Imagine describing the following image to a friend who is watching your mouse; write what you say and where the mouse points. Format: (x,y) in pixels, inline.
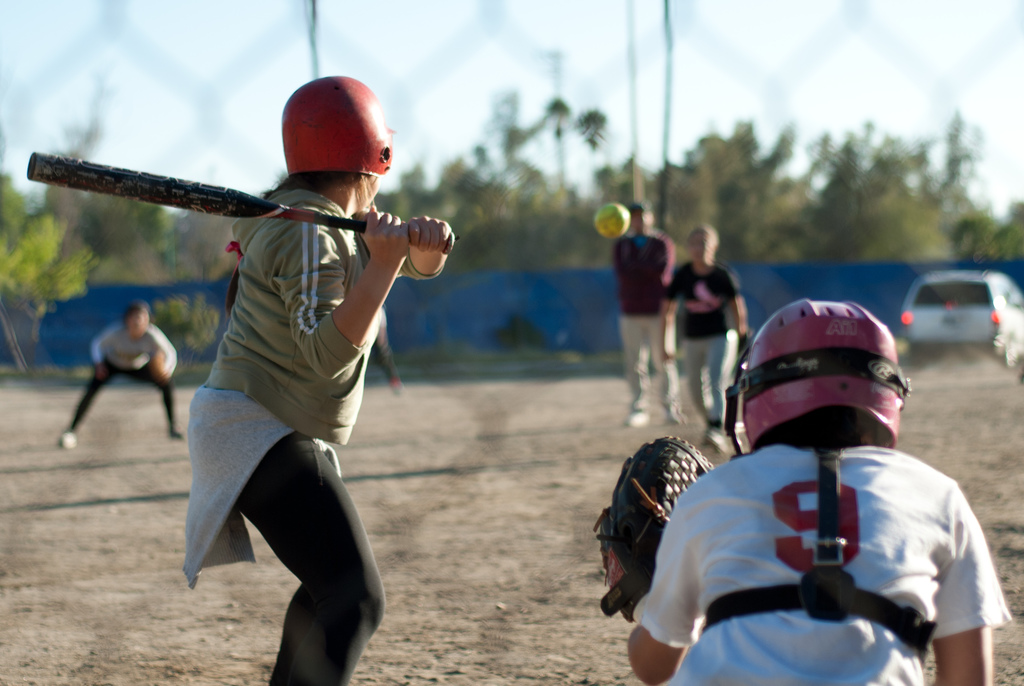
In the image there is a lady (277,295) standing and holding the bat (206,185) in her hand (394,220). Beside her on the right side (792,417) there is a person (857,497) with white t-shirt (862,521) and helmet (837,346) on her head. In the background (898,269) there are few people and also there is a blue color fencing wall (855,274), car (940,294) and there are few trees (790,149) in the background (898,222).
